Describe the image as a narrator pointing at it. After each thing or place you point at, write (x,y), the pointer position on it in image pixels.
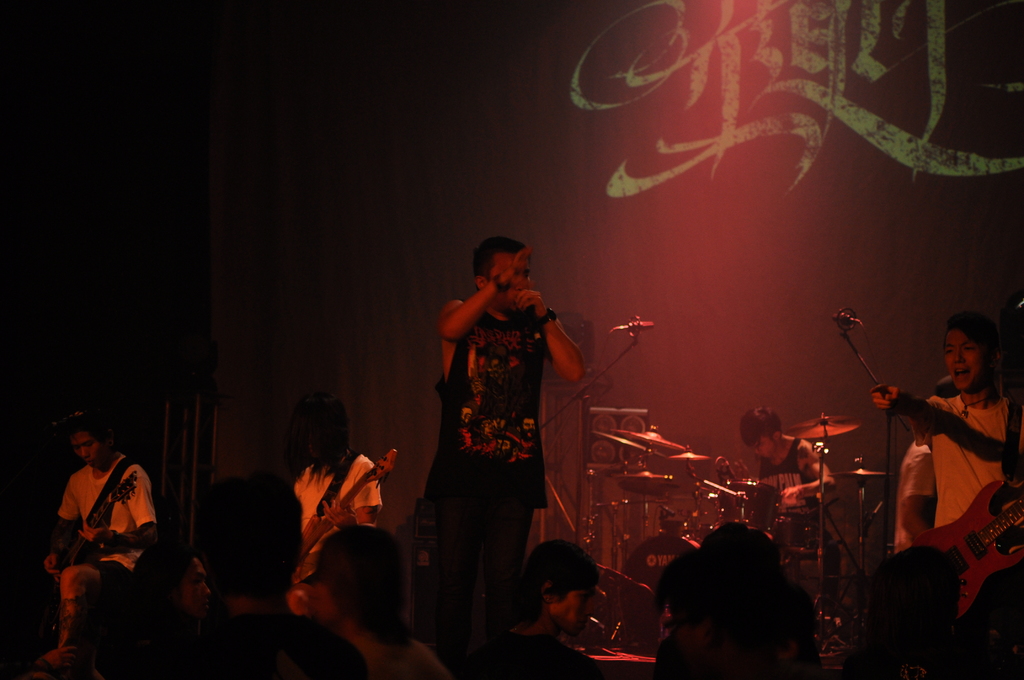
The picture is clicked in a musical concert where a guy (477,309) is singing with a mic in his hand (542,310) and to the either sides of the picture there are musicians (948,450) playing. In the background (730,226) there is a banner (745,220) of red color.
